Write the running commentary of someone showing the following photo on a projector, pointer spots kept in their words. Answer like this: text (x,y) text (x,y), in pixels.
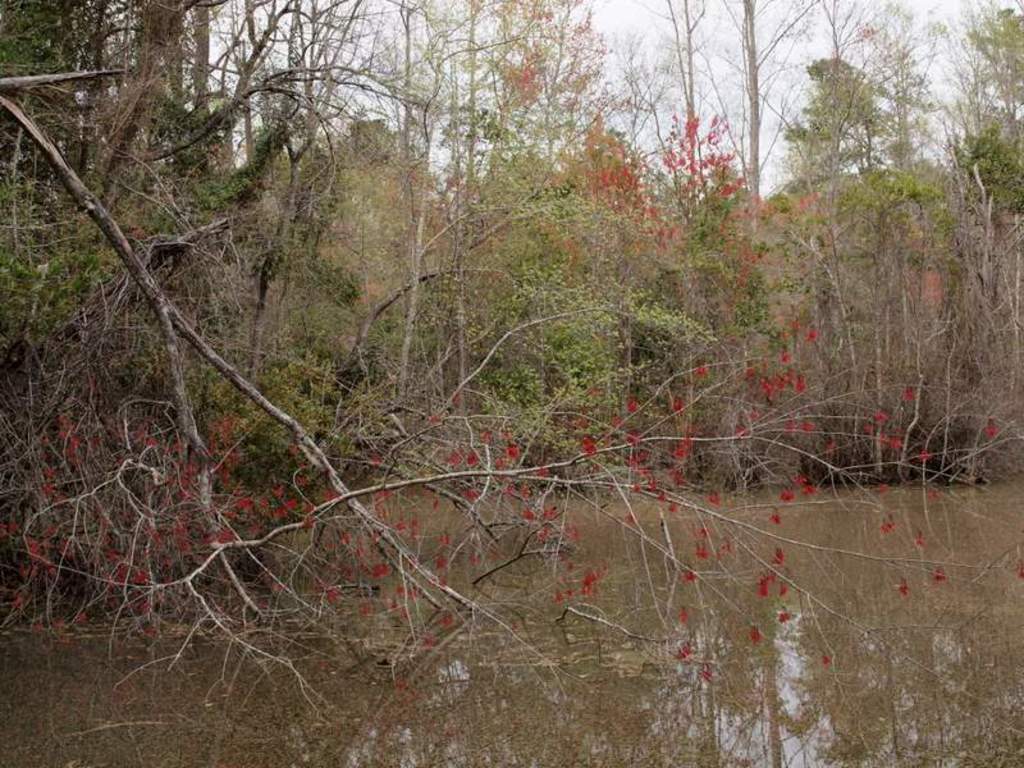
This picture shows few trees (577,303) and water (577,759) and we see a cloudy sky (670,55).
